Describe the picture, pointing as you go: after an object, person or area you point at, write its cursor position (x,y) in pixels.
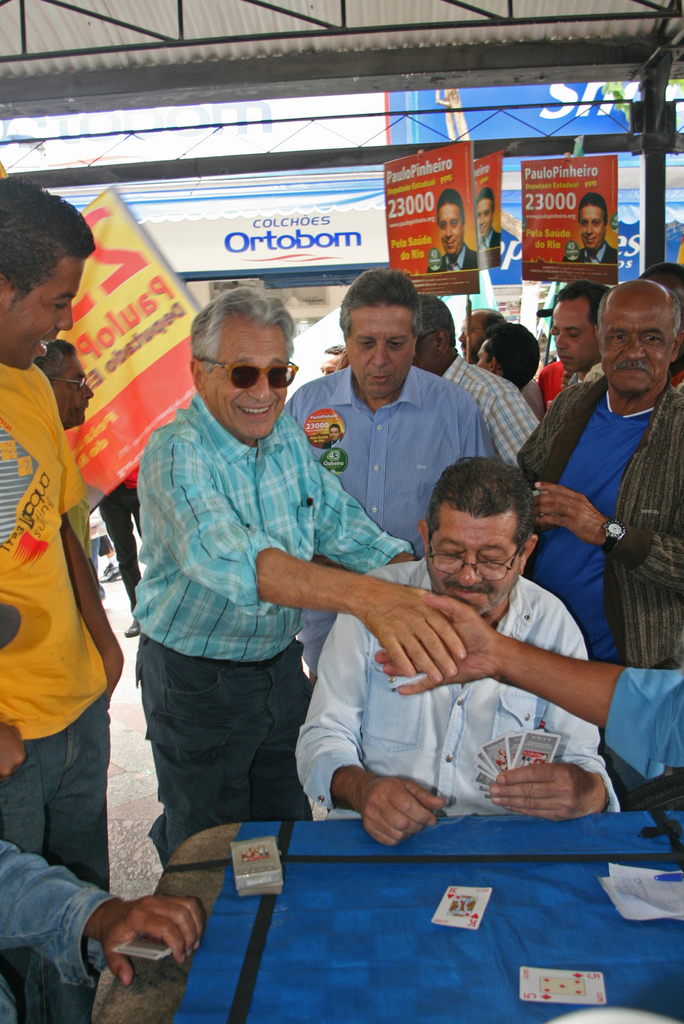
This picture describes about group of people (257,690), few are seated and few are standing, in front of them we can see cards (545,978) on the table (505,915), in the background (364,266) we can find few hoardings (416,213) and metal rods (410,56).
